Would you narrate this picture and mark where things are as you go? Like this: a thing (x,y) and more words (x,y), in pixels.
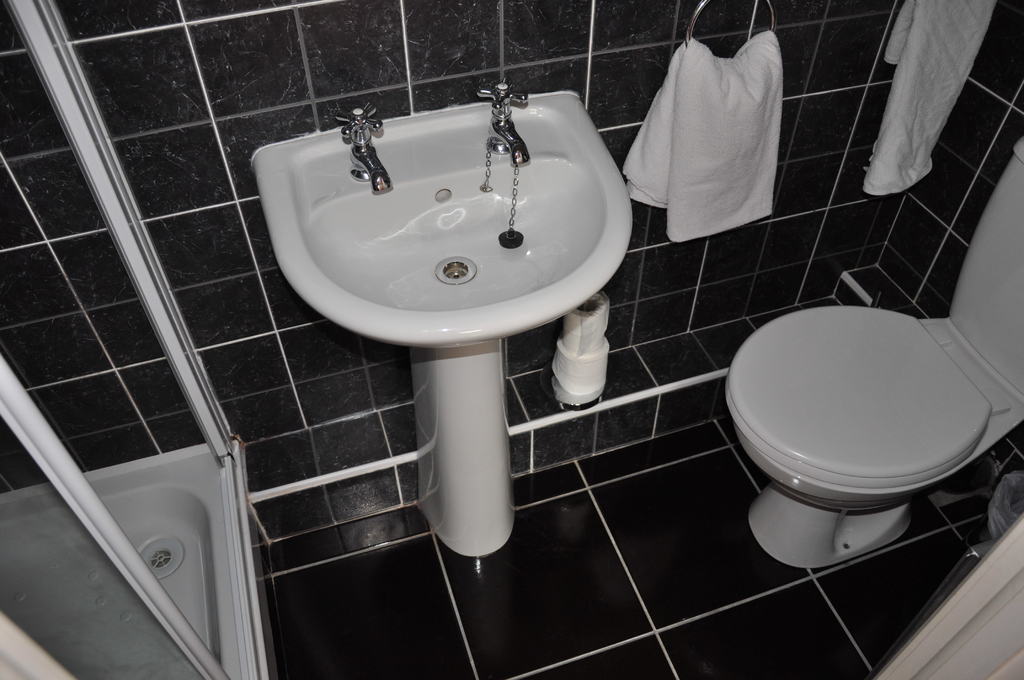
In the image we can see basin (471,210), water taps (365,138) and western toilet (767,422). Here we can see napkin (743,184), tissue roll (592,336), bathtub (164,530), floor (603,578) and the wall (224,169).
